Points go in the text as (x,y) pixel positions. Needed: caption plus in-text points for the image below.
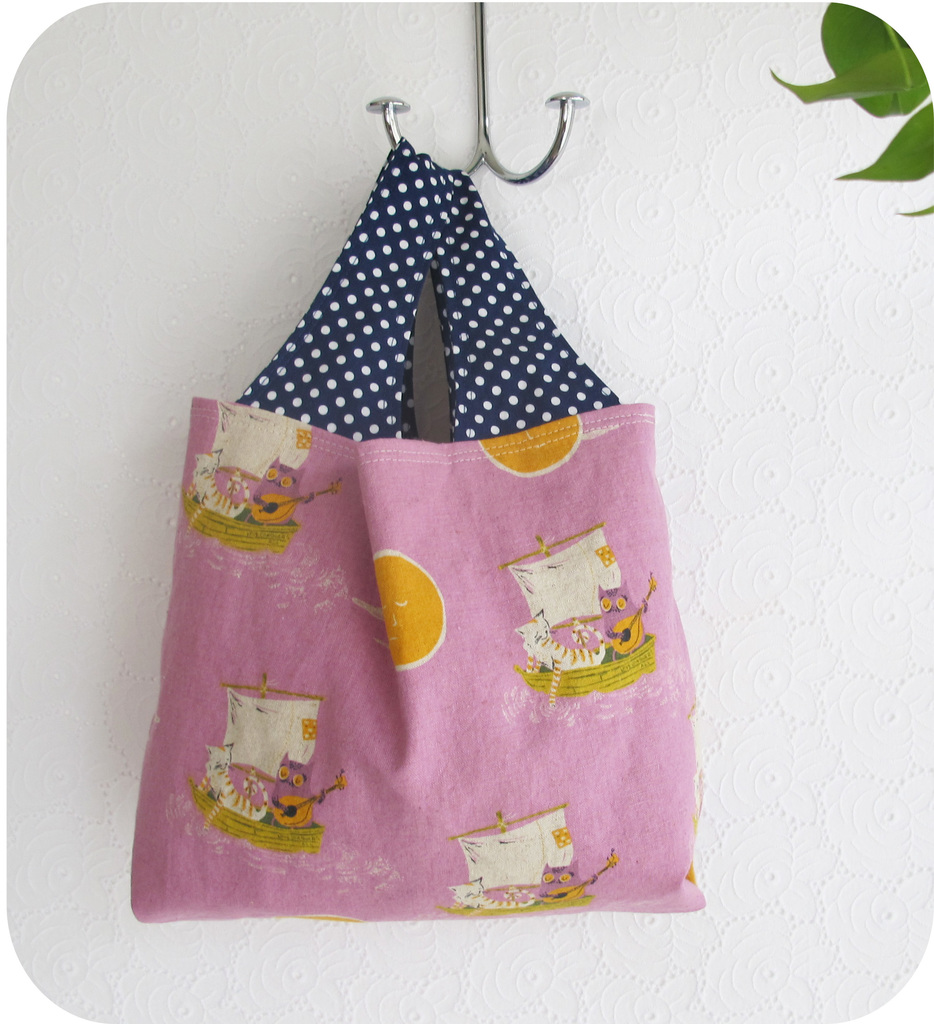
In this image I can see a pink color of handbag (232,626).
